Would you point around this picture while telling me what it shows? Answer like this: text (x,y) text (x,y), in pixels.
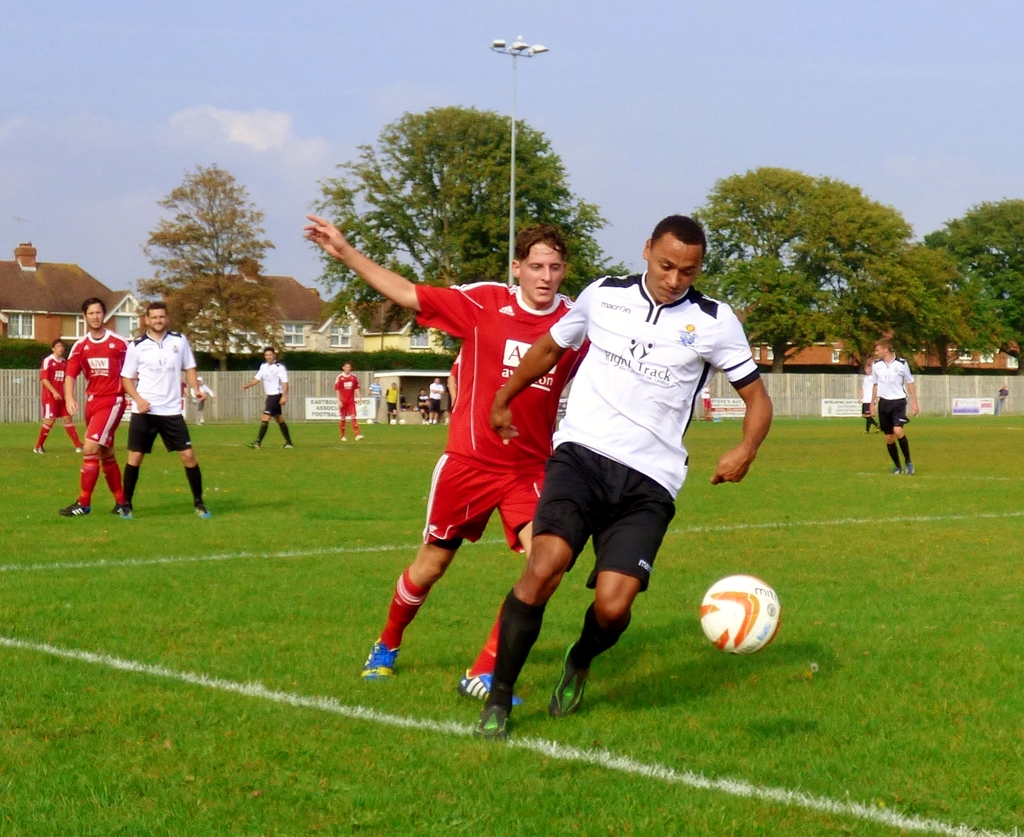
In this image we can see these people (531,282) wearing red T-shirts (79,352) and white T-shirts (902,379) are playing in the ground (155,798) and here we can see a ball (765,632) in the air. In the background (972,321), we can see the fence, houses (1,280), trees (496,255), light pole (522,48) and the sky (229,152) with clouds (276,149).
